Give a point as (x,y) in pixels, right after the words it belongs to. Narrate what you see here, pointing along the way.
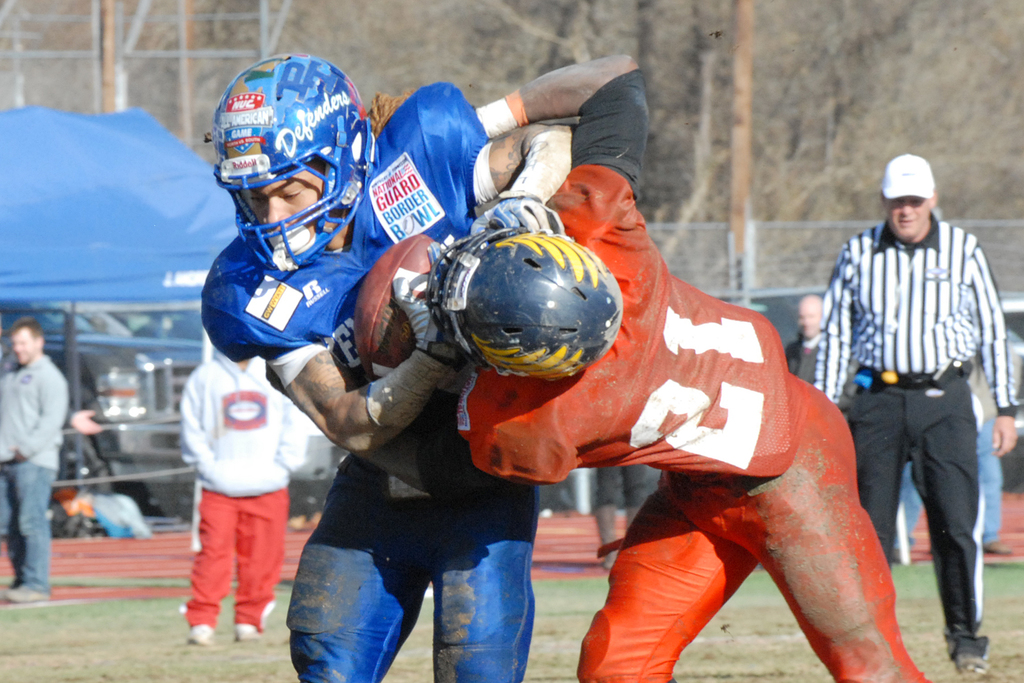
In this picture we can see a group of people (774,523) on the ground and in the background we can see a fence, trees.
